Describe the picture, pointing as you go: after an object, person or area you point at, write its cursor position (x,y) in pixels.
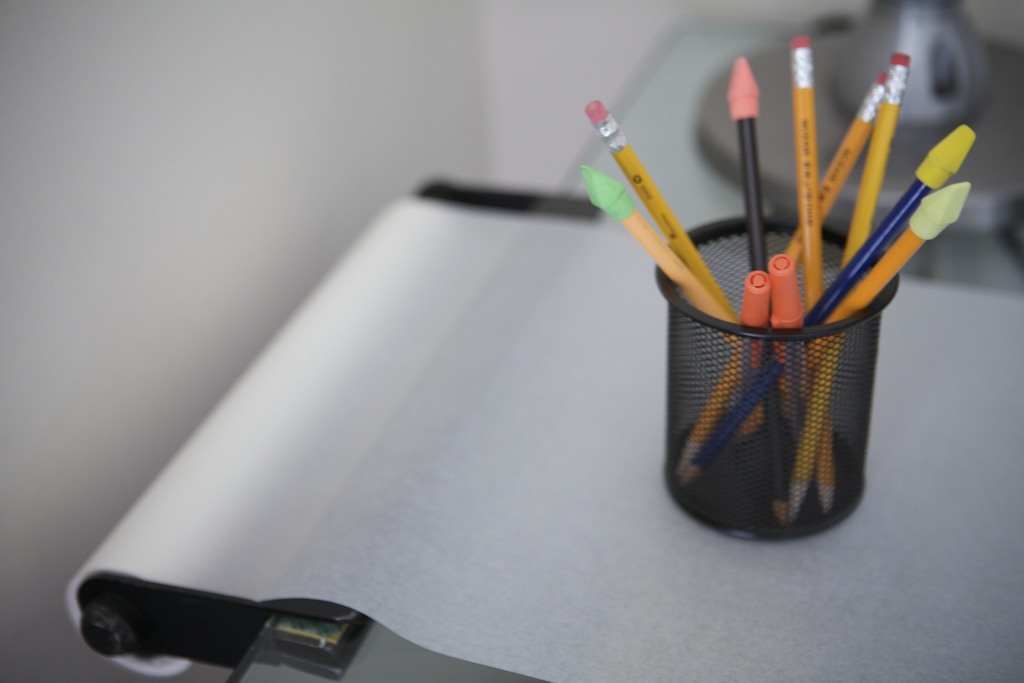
In this image we can see a sheet of paper (561,511), pen holder (785,477) and some stationery (765,267) in it.
